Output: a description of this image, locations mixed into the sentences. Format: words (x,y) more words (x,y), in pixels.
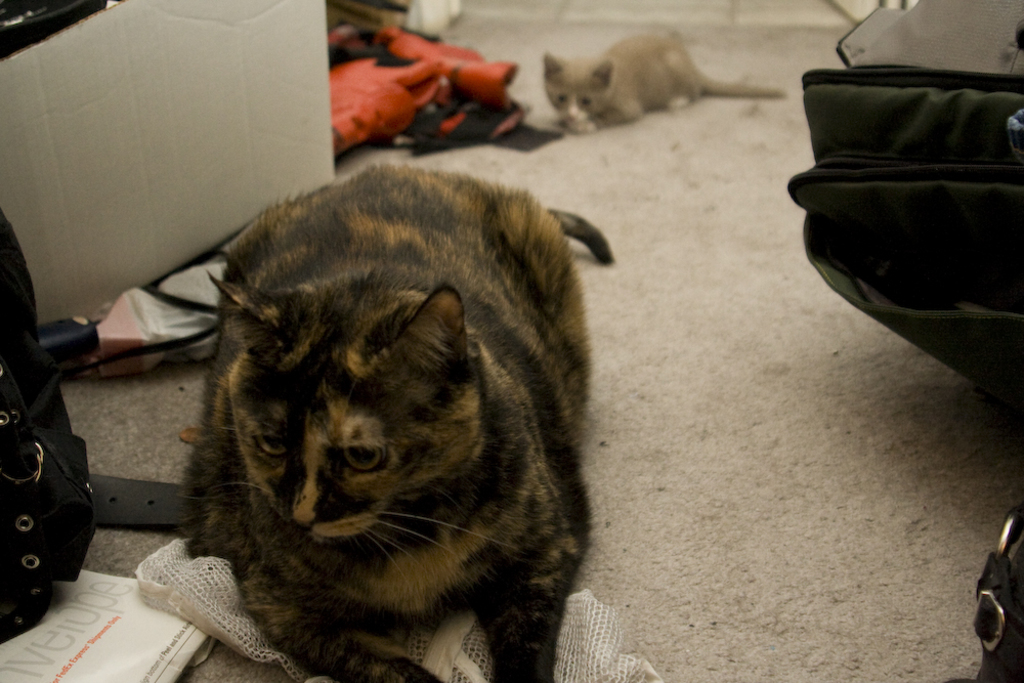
On the right (921,195) there is a backpack (941,179). In the center of the picture (431,350) there is a cat (376,296). On the left (21,403) there are backpack (16,445), box (268,93), belt (137,508), book (119,608) and other objects (351,89). In the background (630,80) there is cat (614,73).
